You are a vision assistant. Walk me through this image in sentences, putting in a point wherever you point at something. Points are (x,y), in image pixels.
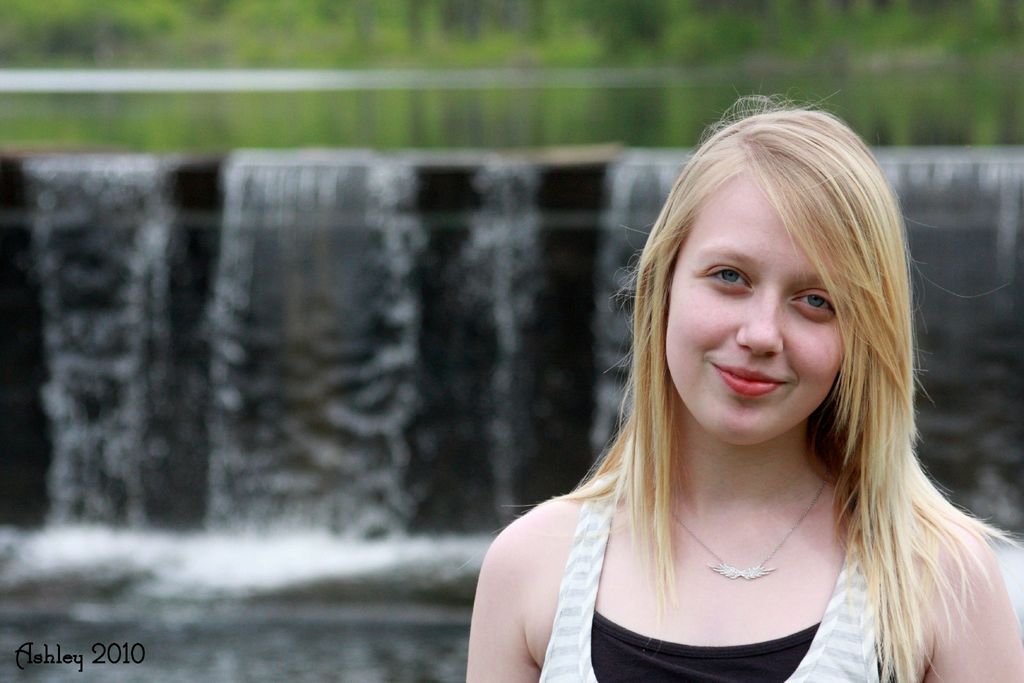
On the right side of the image (738,517) there is a woman (666,357). In the background (579,320) we can see water fountain (404,274).
